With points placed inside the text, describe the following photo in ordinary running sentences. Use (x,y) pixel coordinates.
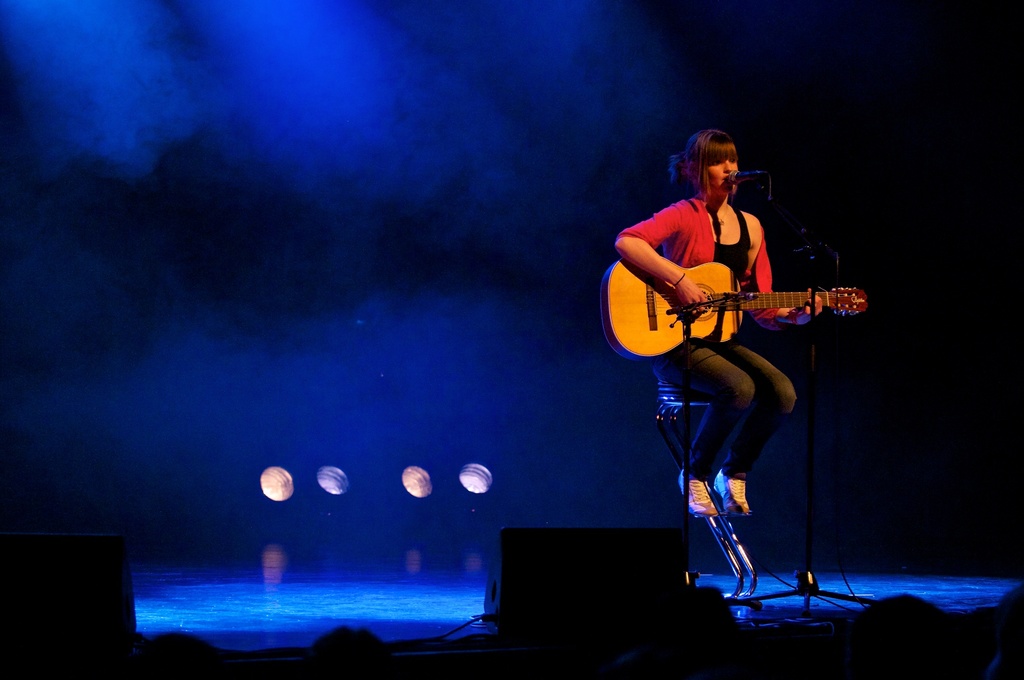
In this image there is a person (749,370) sitting on the chair (724,543) and she is playing guitar (741,301), at the front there is a microphone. At the back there is a lights (285,494), at the front (608,559) there are speakers (66,569).
